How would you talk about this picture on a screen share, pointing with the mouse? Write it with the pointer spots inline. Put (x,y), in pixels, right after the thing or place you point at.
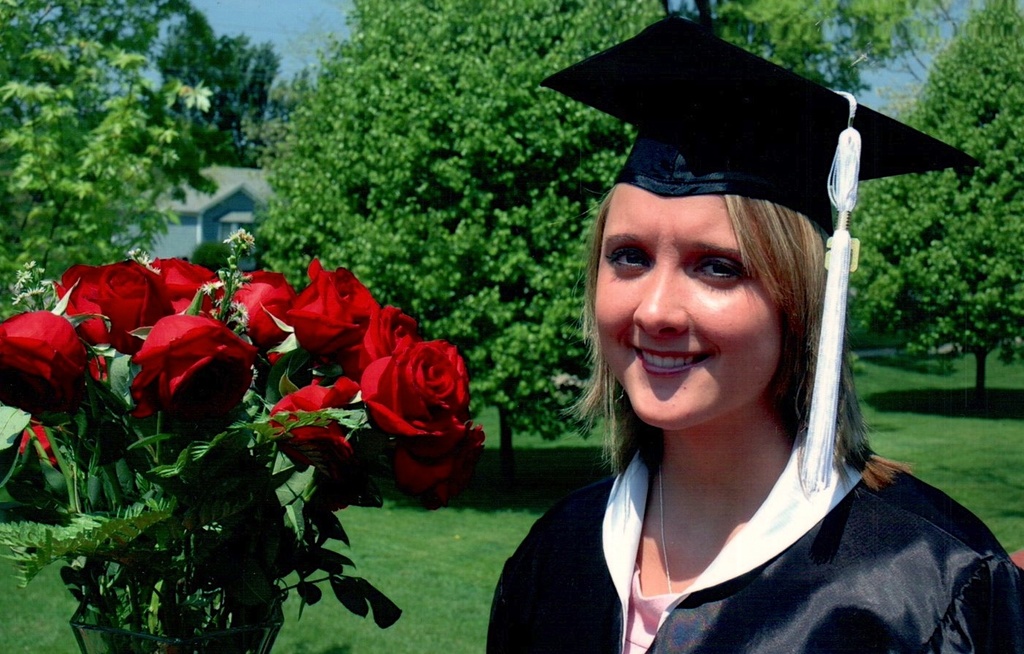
In this image I can see a woman (839,473) wearing black and white colored dress (834,583) and black colored hat (751,158) is standing and smiling and I can see few flowers (395,422) which are red and green in color beside her. In the background (425,586) I can see the grass (486,525), few trees (87,242), a building (232,176) and the sky (904,59).
